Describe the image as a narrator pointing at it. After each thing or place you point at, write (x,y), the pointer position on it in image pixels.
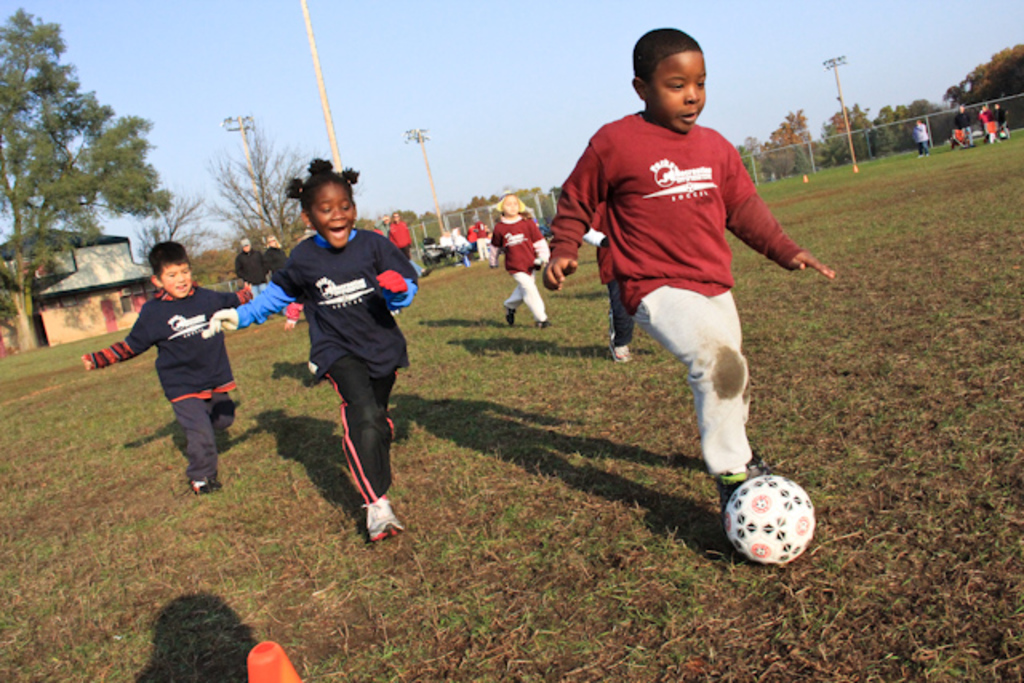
There are group of kids (627,323) playing football and there are trees (71,173) in the background (59,179) and the ground (234,537) is greenery (551,545).
